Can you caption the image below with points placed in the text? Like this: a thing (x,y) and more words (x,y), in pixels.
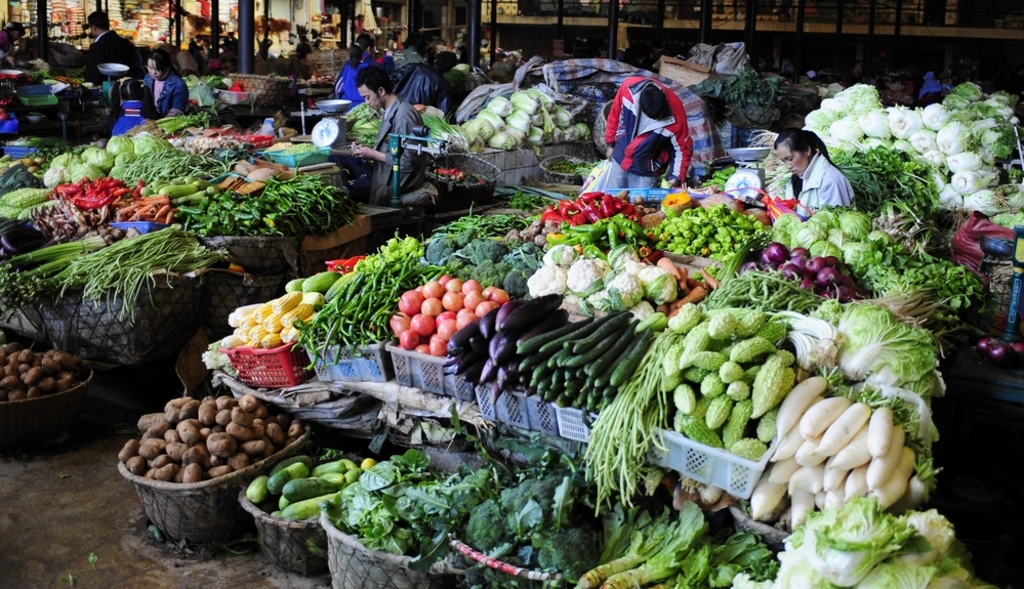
In this picture I can observe a vegetable market (352,250). There are number of different vegetables (390,317). There are some people (413,182) in this picture. In the background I can observe black color poles (245,24).
